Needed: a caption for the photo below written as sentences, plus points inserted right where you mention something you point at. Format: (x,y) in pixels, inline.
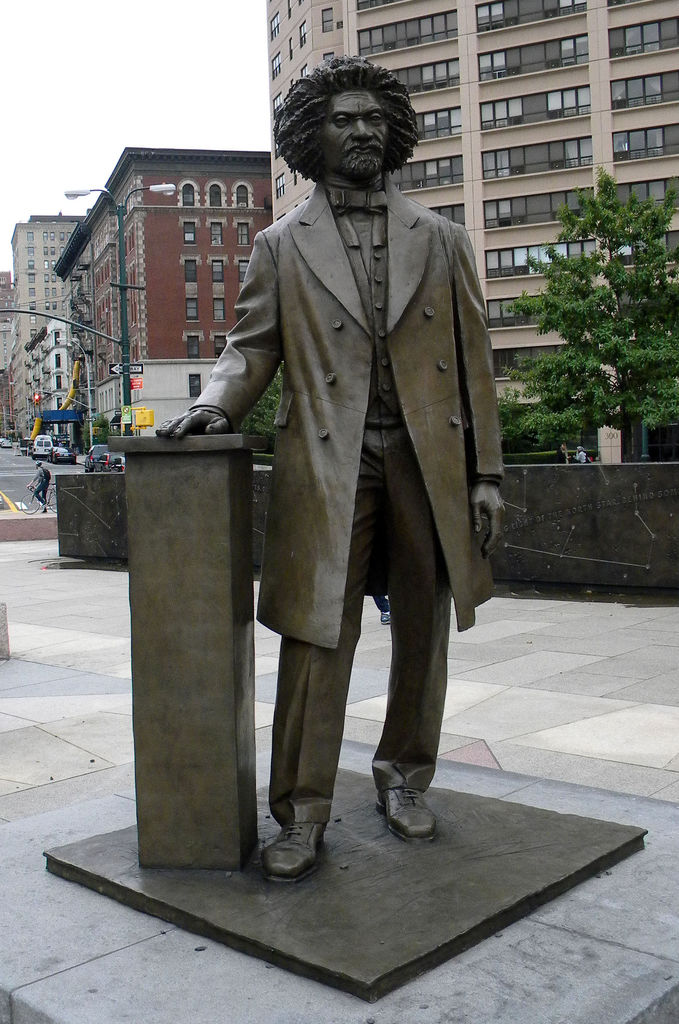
In the image there is a sculpture (321,450) of a man (300,444) and behind the sculpture (171,605) there are many buildings (87,278) and in front of the buildings (8,378) some vehicles (45,448) are parked beside the footpath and on the right side (564,416) there is a tree (587,430).
